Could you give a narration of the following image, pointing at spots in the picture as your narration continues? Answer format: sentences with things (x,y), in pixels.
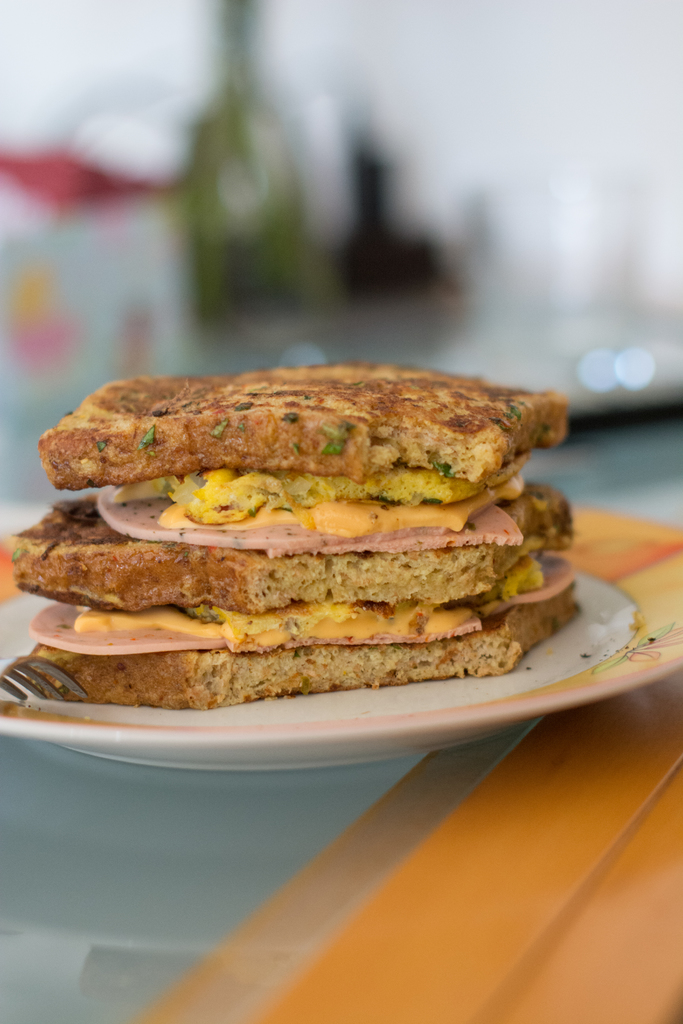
In this picture we can see some food items (222,618) and a fork (42,685) on the plate (214,735) and the plate (389,712) is on an object (392,874). Behind the food (287,494) there is the blurred background (513,155).
